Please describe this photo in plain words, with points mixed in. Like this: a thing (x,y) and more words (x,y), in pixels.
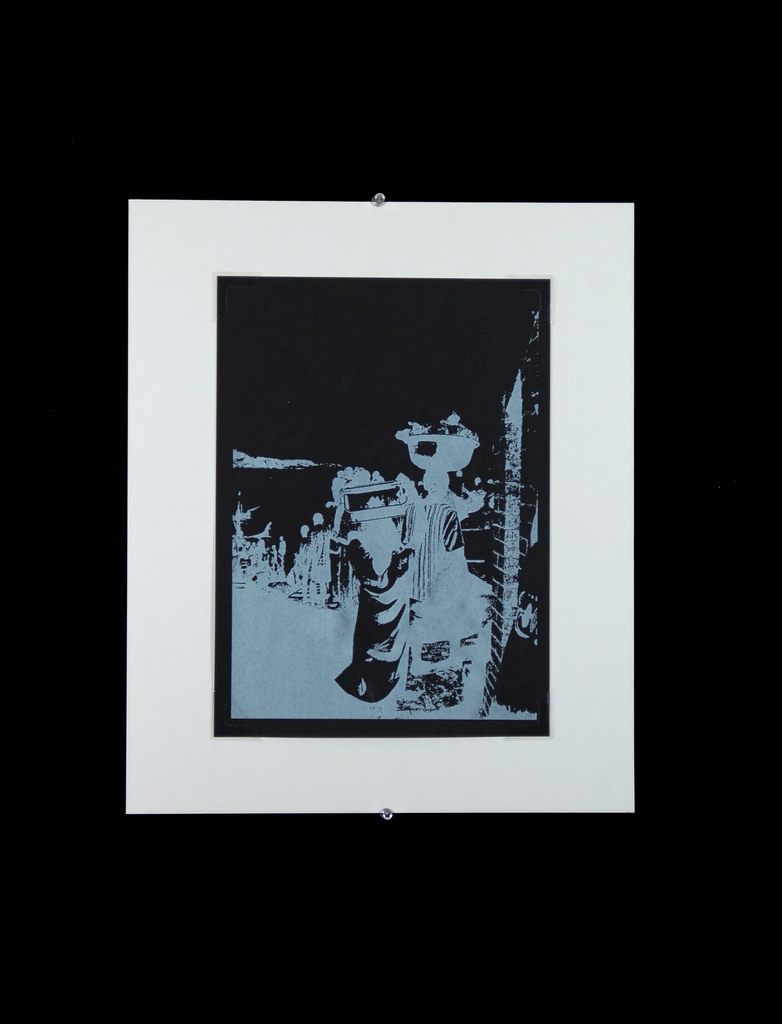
Here in this picture we can see a portrait (463,390) of something present over a place.
